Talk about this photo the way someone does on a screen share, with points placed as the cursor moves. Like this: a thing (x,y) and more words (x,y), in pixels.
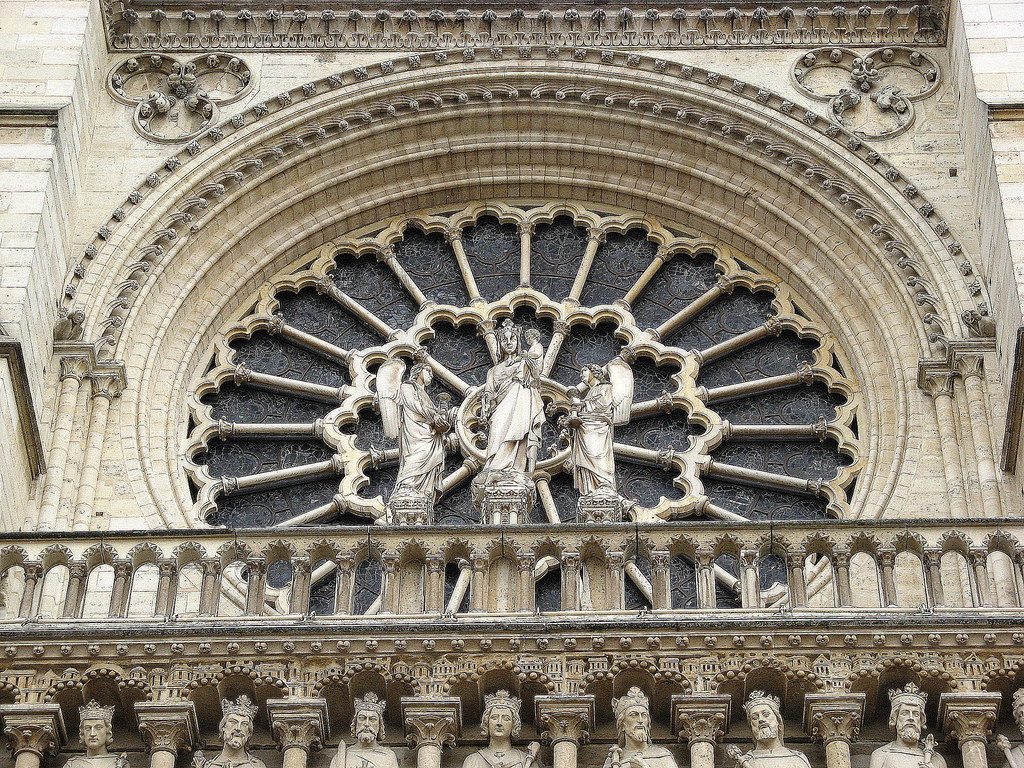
In this picture we can see statue (507,377) of persons (603,433). Here we can see a concrete fencing (526,603). On the bottom (914,698) we can see many statues (369,765) of men (384,765) and women (502,738). On the top (669,62) there is a monument (622,123).
